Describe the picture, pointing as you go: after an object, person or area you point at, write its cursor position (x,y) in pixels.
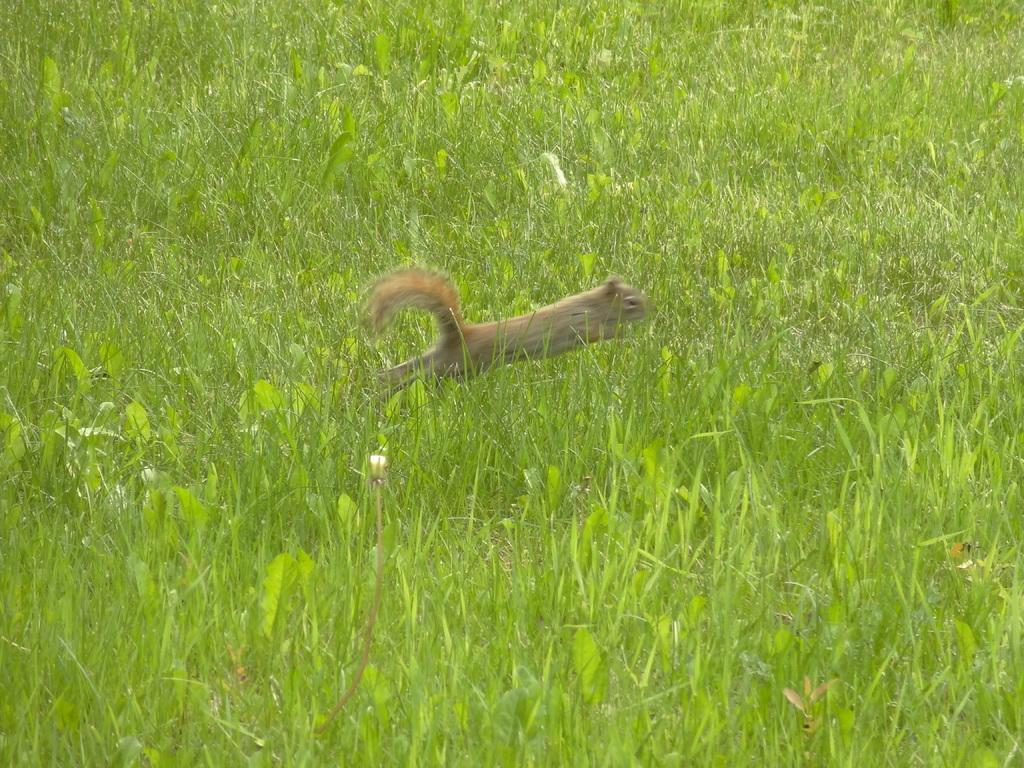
In this image I can see green grass (568,15) and a cream colored squirrel (449,328) over here.
